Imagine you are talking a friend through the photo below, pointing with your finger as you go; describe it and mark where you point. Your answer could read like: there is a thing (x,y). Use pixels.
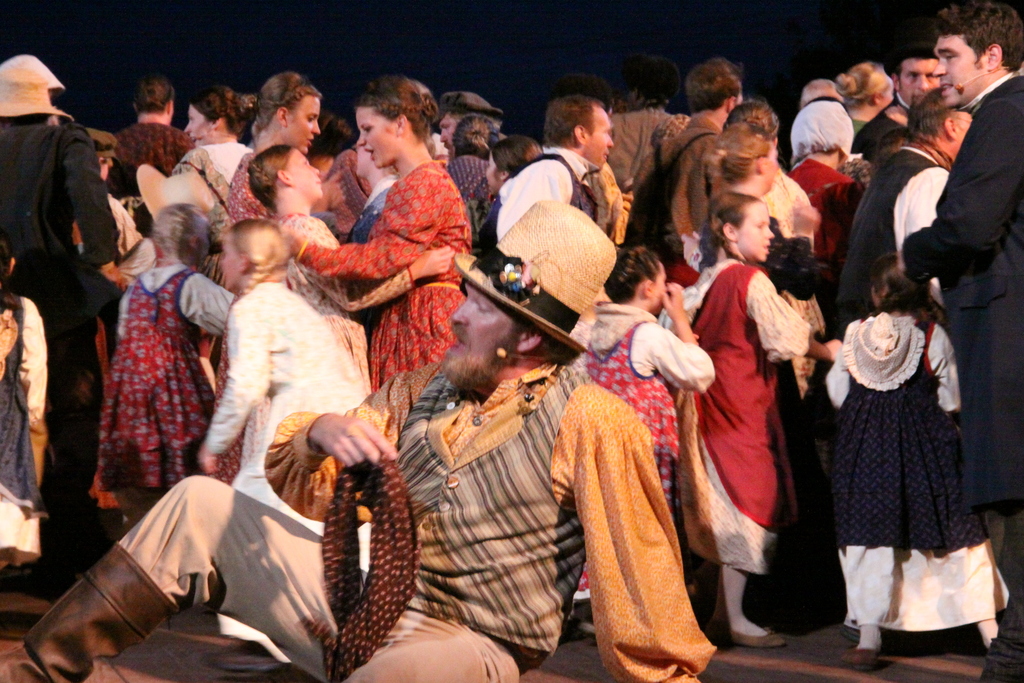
In this image we can see a few people (194,523), among them, one person (465,525) is sitting and wearing a hat (553,313) and the background (502,70) is dark.
